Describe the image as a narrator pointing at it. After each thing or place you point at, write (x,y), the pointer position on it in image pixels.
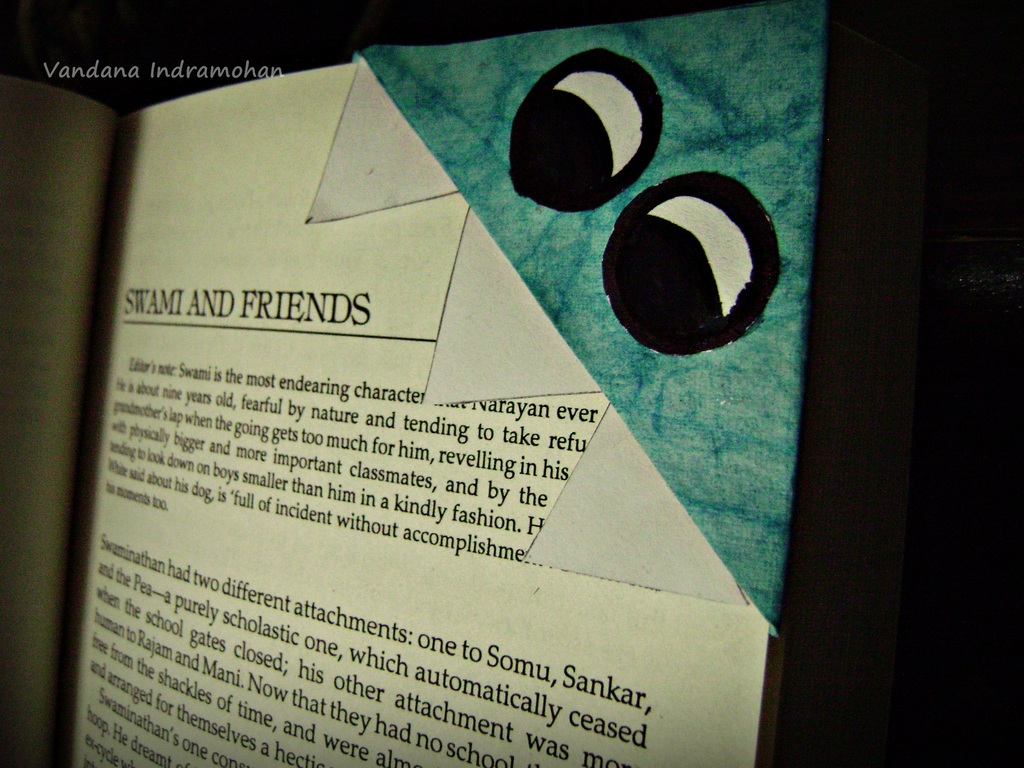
In this image we can see a book (437,593). The background (239,9) is dark. We can see a watermark (253,71) in the left top of the image (85,68).
